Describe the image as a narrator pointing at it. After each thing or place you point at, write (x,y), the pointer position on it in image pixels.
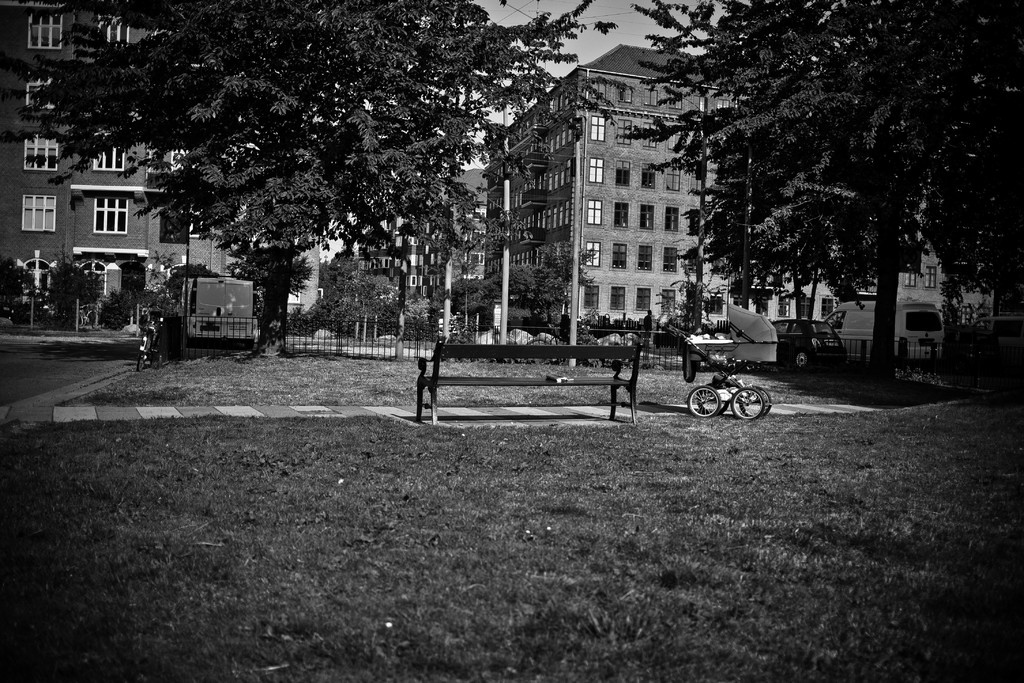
In this image there is grassy land (407,540) in the bottom of this image (389,562). There is one bench (488,381) and some vehicles (238,338) are in middle of this image (638,351), and there is a fencing wall (387,351) in the background (363,351). There are some trees (388,193) in middle of this image (479,285) and right side of this image (869,263) as well. There are some buildings (679,242) in the background (660,252).
